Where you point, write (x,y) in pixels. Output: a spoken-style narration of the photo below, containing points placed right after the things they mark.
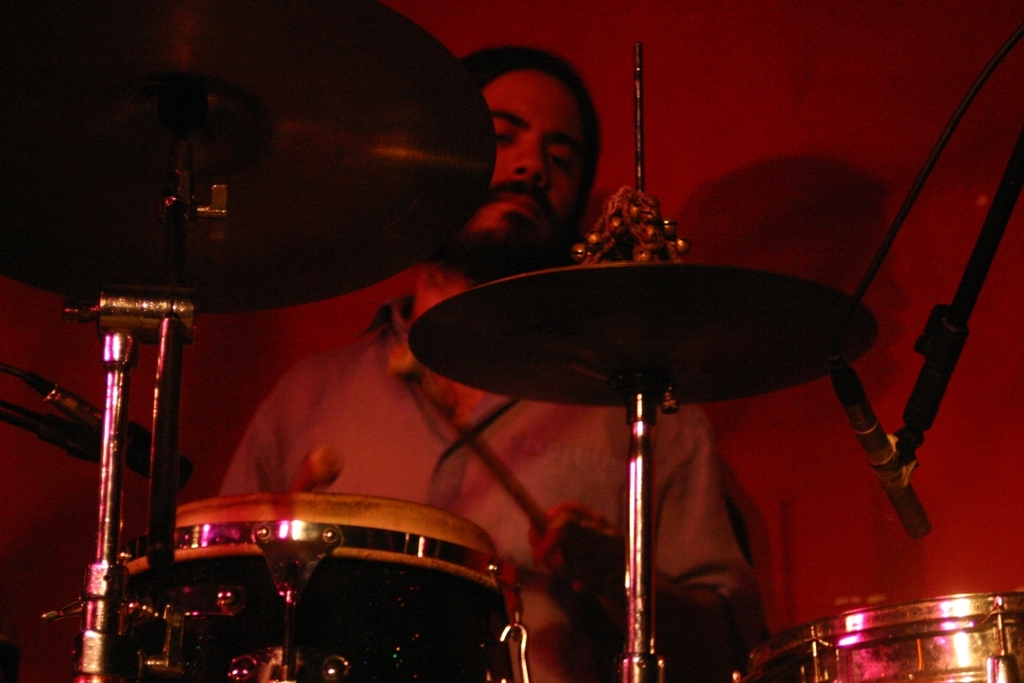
In this image I can see a man (511,439) and I can see he is holding two drumsticks (484,442). In the front of him I can see a drum set (161,618) and few mics (897,502).
